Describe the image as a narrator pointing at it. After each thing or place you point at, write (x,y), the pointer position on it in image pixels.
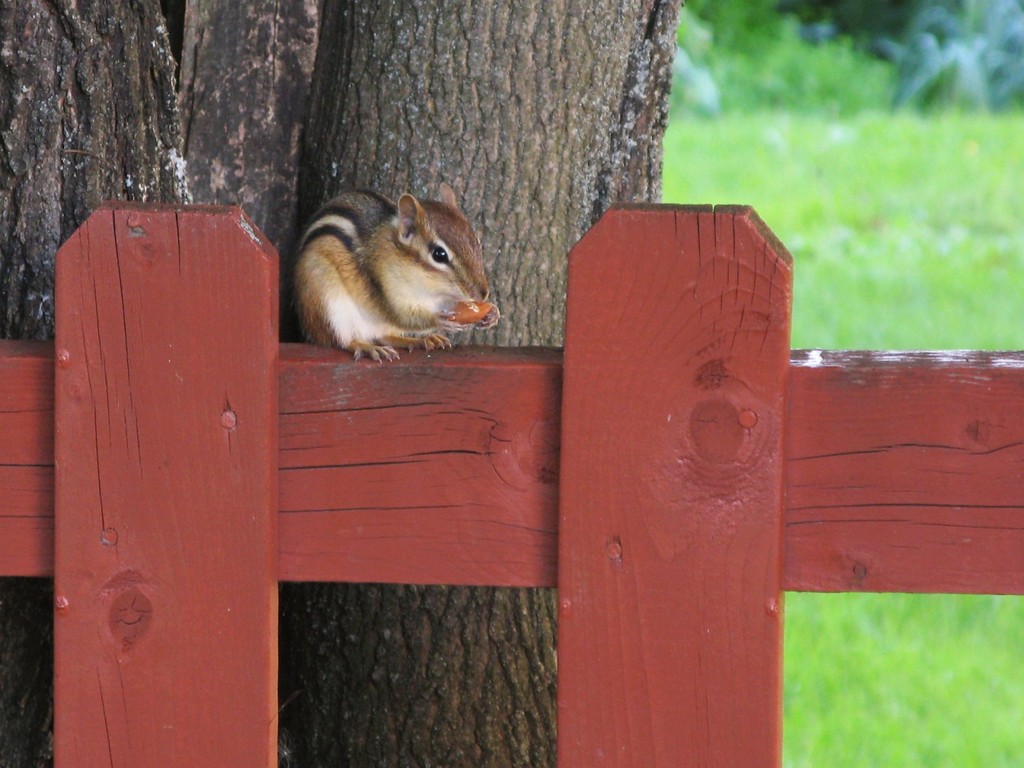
In this image I can see the wooden object (160,571) and on it I can see a squirrel (375,334) which is cream, brown and black in color is holding a orange colored object (472,319). In the background (588,88) I can see few trees (594,82) and some grass (876,230).
